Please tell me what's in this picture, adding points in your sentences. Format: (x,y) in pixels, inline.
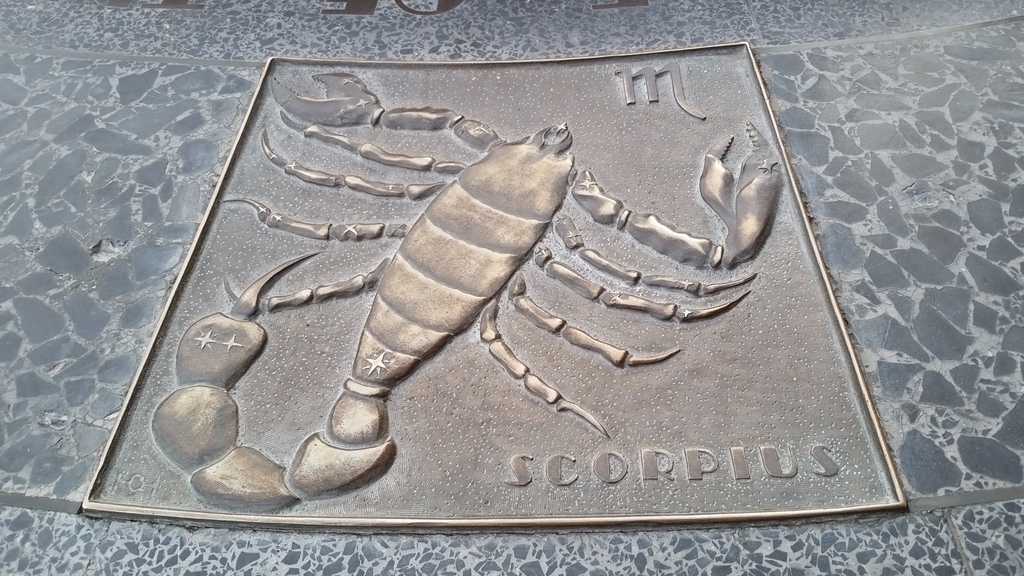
In this image I can see the scorpion (635,302) on the iron material (740,442) and it is on the surface (919,218).
